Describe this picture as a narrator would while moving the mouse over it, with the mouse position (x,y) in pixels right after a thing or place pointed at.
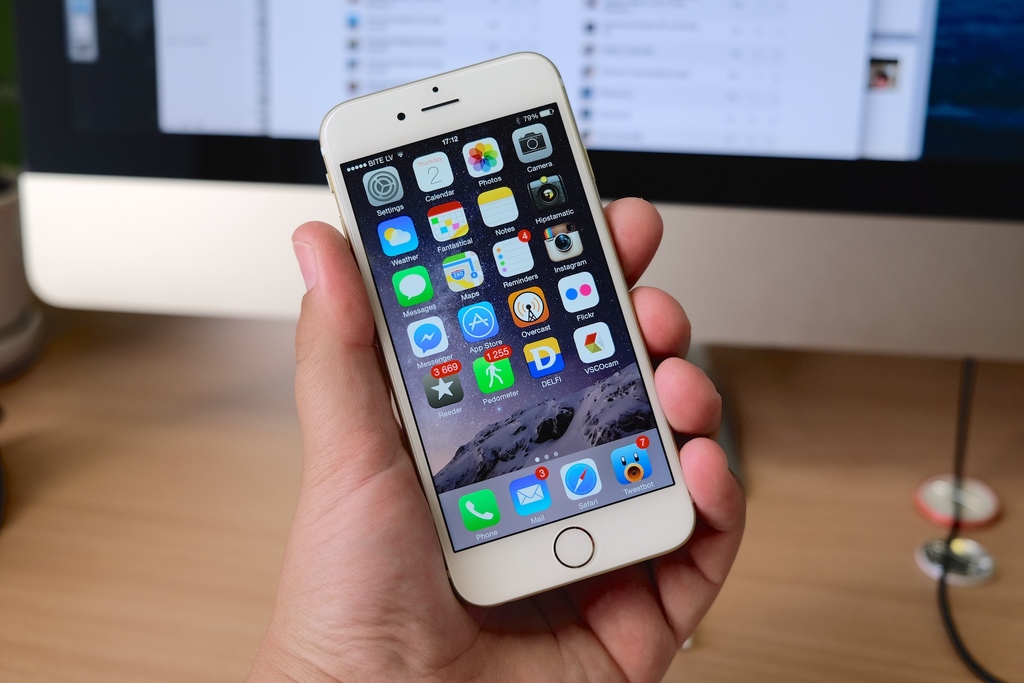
In the center of the image (443,236) there is a mobile phone (388,301) in the person's hand (707,532). In the background (716,60) we can see monitor (416,56) and table (76,529).
